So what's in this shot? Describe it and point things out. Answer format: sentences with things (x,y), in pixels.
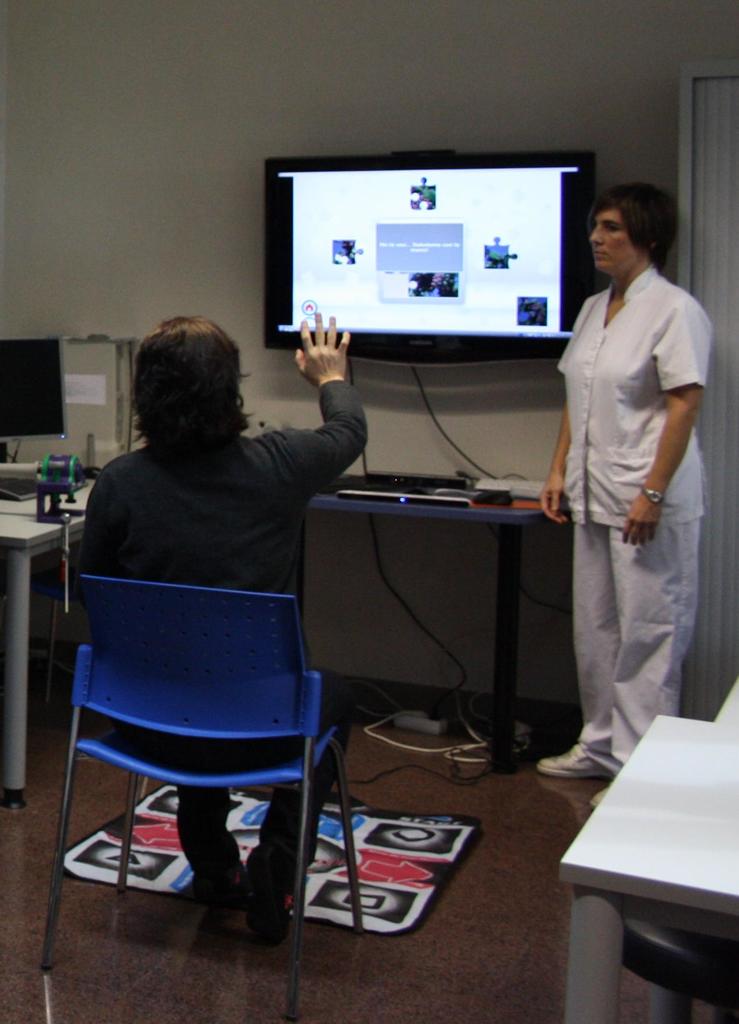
A picture inside of a room (121,770). A screen (320,244) is attached to the wall (511,91). On this table (464,515) there are things (417,486). This man (253,486) is sitting on a blue chair (206,729). This woman (628,242) is standing and wore white shirt (579,497). On floor (382,789) there are cables (403,745). On this table (38,523) there is a monitor (27,400).
